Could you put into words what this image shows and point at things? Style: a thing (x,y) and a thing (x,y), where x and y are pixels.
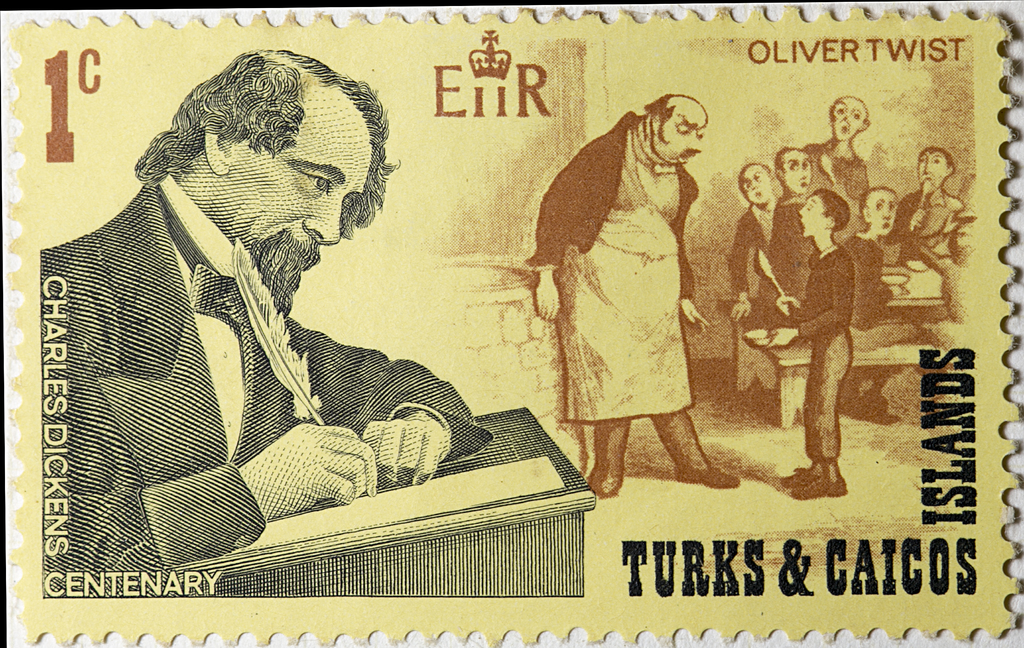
This is the picture of a Postage Stamps (330,398).
